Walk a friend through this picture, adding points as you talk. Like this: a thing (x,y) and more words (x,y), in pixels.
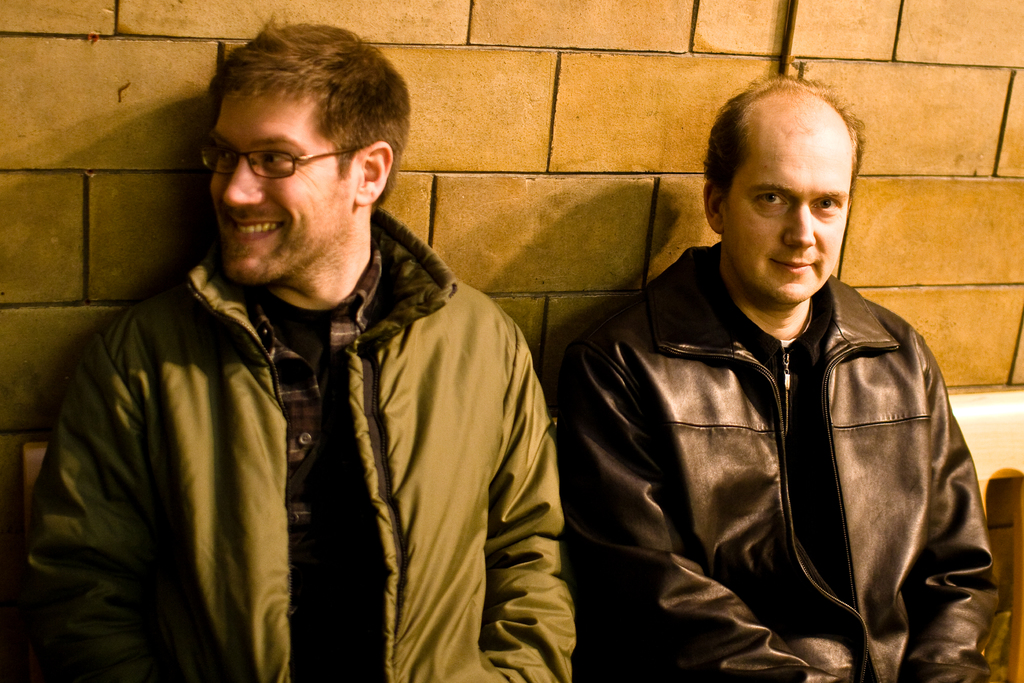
In this picture there are two men (603,403) in the center of the image (611,248) and there is a wall (560,200) in the background area of the image (542,171).
